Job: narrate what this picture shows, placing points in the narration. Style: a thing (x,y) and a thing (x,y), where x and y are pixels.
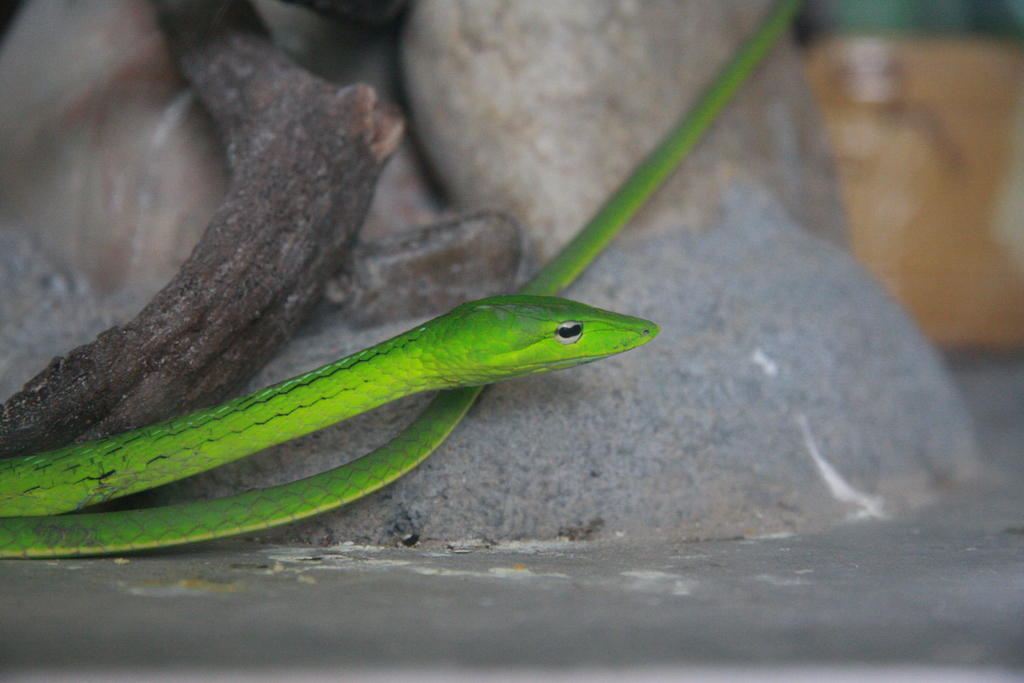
There is a green color snake (439,361) in the center of the image (368,367), it seems like branch (297,166) and stones (688,356) in the background area (653,356).
